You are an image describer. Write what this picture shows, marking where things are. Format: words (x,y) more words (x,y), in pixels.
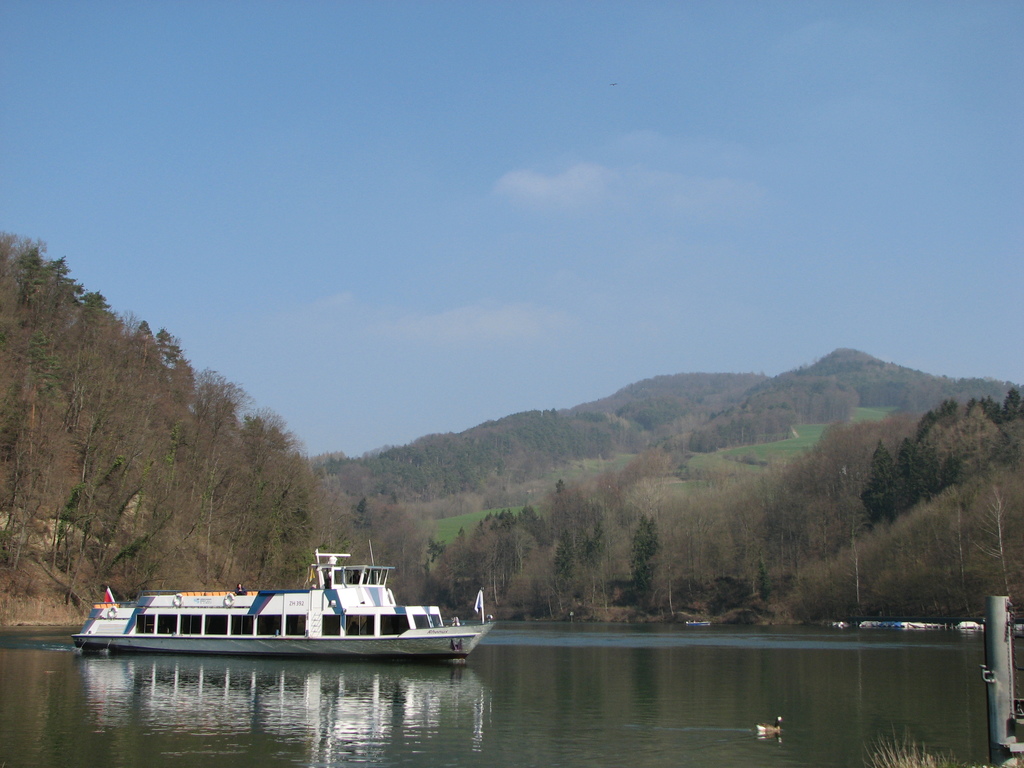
In this image I can see a boat (355,648) and a bird (764,732) on the water (566,732). In the background (496,510) I can see trees (505,494), hills (661,435) and the sky (514,180).
